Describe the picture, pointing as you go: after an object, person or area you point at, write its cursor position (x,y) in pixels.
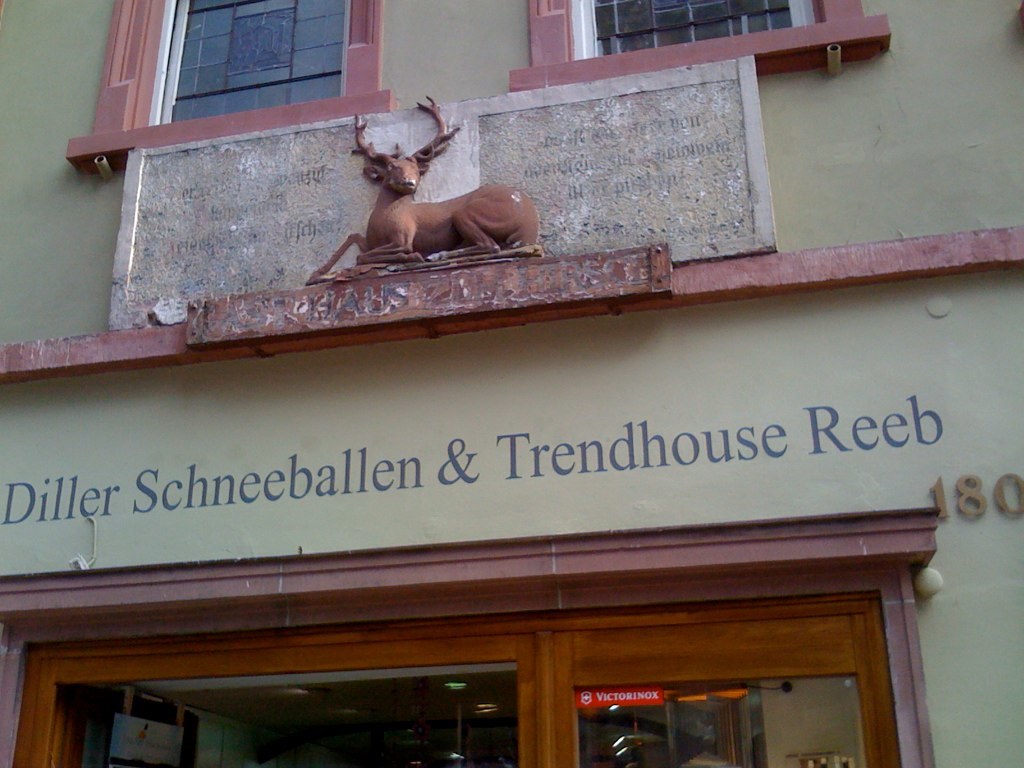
In the foreground of this picture (551,311), we can see the wall (551,327) to which a sculpture of the deer (433,253), some text (490,465) written, and two windows (662,30) present on it. On the bottom of the image (604,695), there is a door (789,683).
